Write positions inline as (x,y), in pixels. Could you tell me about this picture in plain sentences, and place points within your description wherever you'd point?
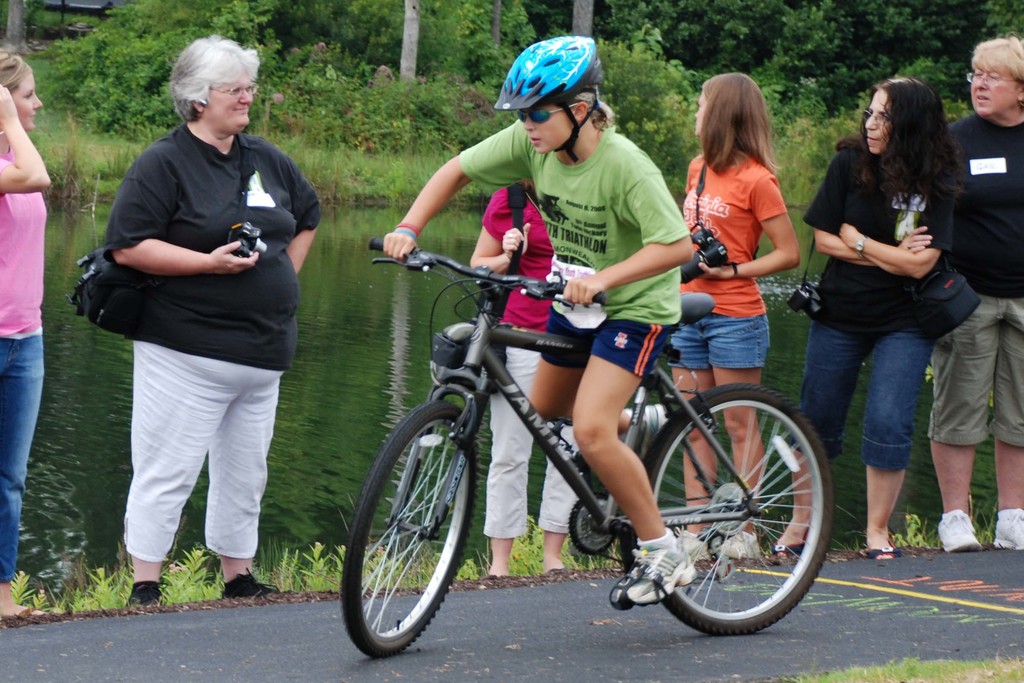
The person (669,296) wearing green dress (611,253) is riding bicycle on a road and there are group of people (958,206), trees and a river (398,330) beside him.
